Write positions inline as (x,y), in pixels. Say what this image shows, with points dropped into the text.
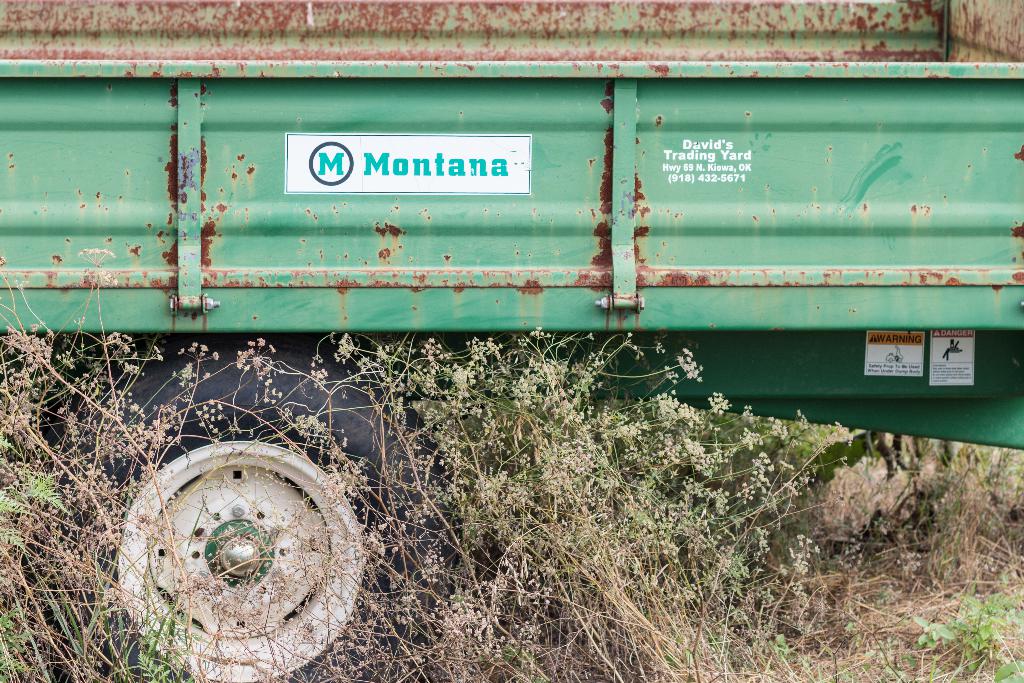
In this image, this looks like a truck (456,198), which is green in color. This is a wheel (233,463). I can see the plants (558,588) and grass (929,605). These are the stickers (918,366) attached to the truck (891,257).
